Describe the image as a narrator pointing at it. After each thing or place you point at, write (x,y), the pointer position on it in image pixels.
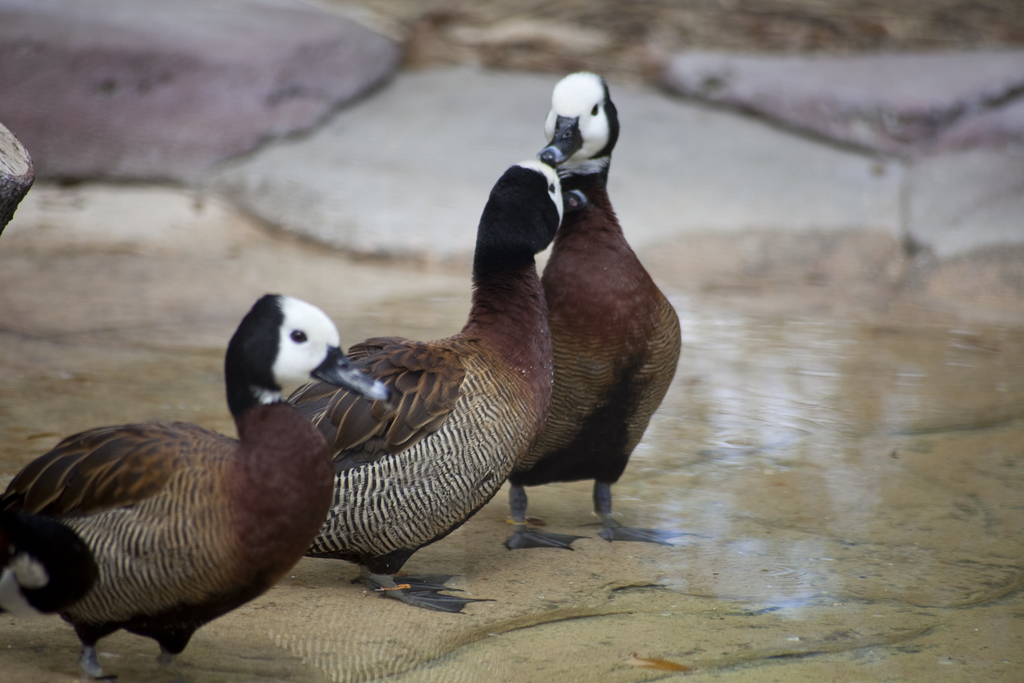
In this image we can see the birds (312,546), water (132,416), rocks (169,127).
